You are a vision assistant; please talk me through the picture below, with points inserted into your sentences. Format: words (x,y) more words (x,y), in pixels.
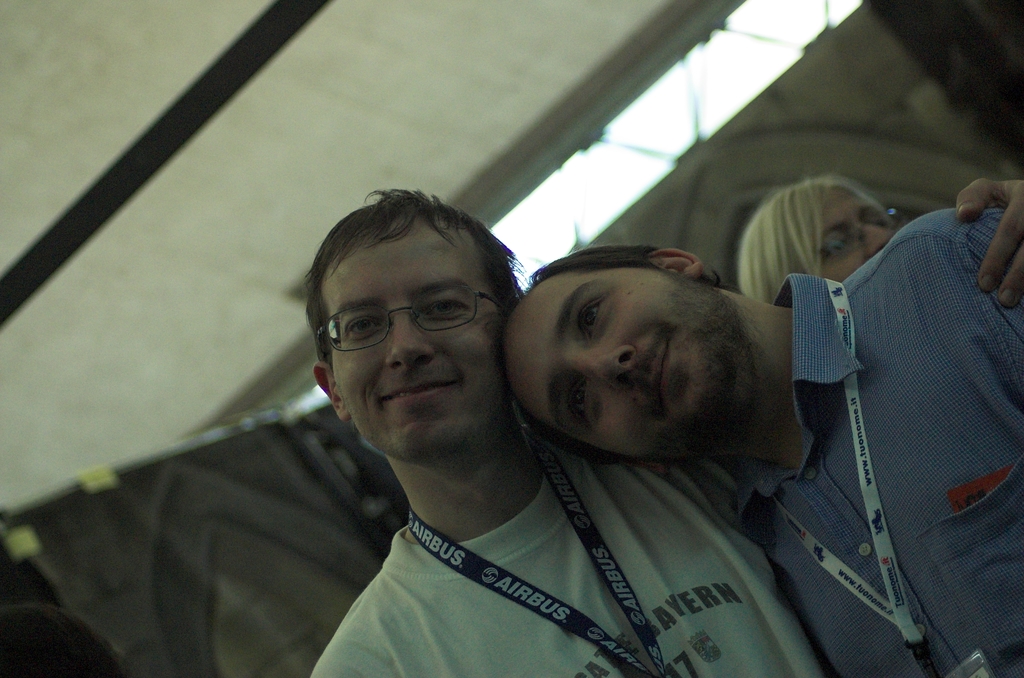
In the picture I can see people (525,471) among them two men (744,522) in front of the image are smiling and wearing ID cards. The background of the image (309,581) is blurred.
